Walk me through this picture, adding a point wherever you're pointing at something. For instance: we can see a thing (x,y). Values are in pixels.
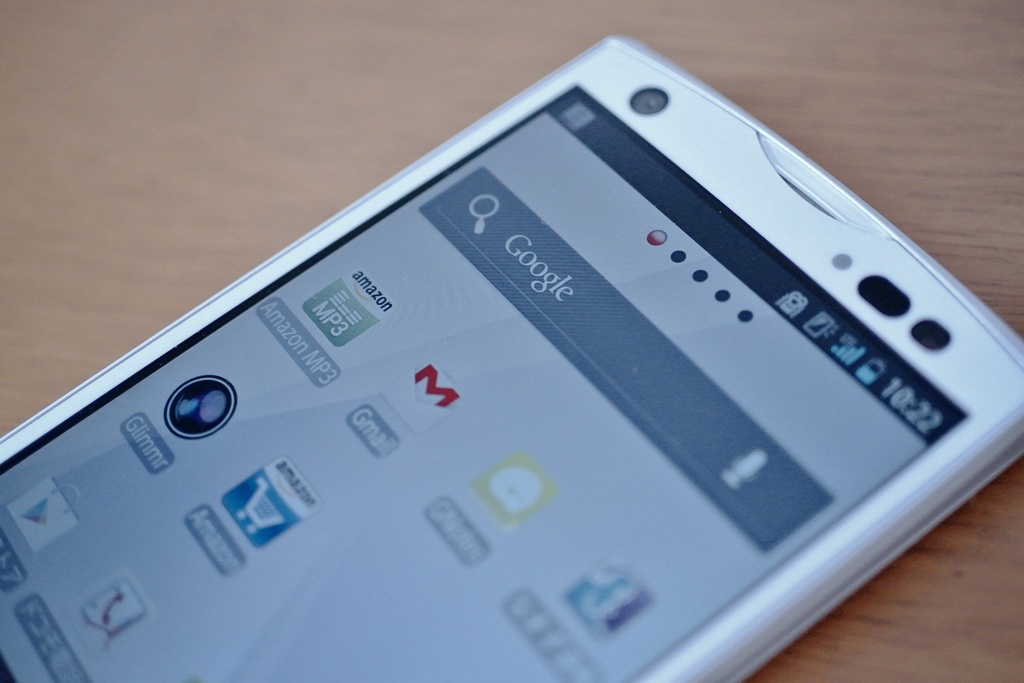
In this image there is a mobile phone (455,612) on the table (903,595).
